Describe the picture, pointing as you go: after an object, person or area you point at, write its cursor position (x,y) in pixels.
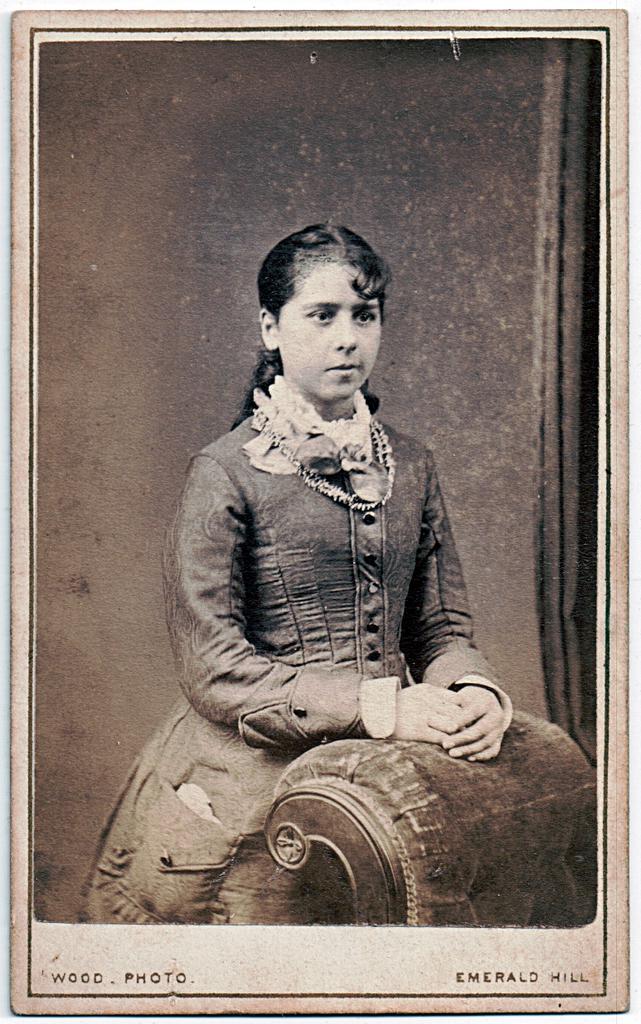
In the image we can see a girl (283,636) sitting, wearing clothes (290,566) and a neck chain (385,454). This is a chair (540,882), this is a black and white photo.
